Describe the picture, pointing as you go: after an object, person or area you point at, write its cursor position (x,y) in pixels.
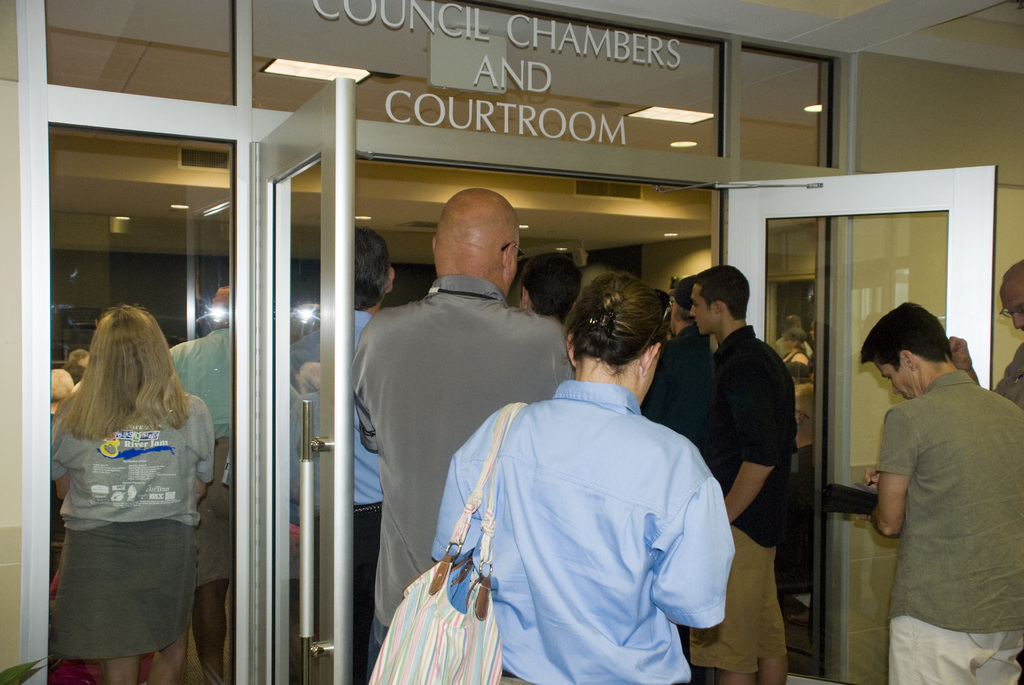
Here we see a room (770,150) with group of people (934,617) standing and a woman (517,425) wearing a handbag (385,677) and sunglasses (660,301) on her head (648,345).
